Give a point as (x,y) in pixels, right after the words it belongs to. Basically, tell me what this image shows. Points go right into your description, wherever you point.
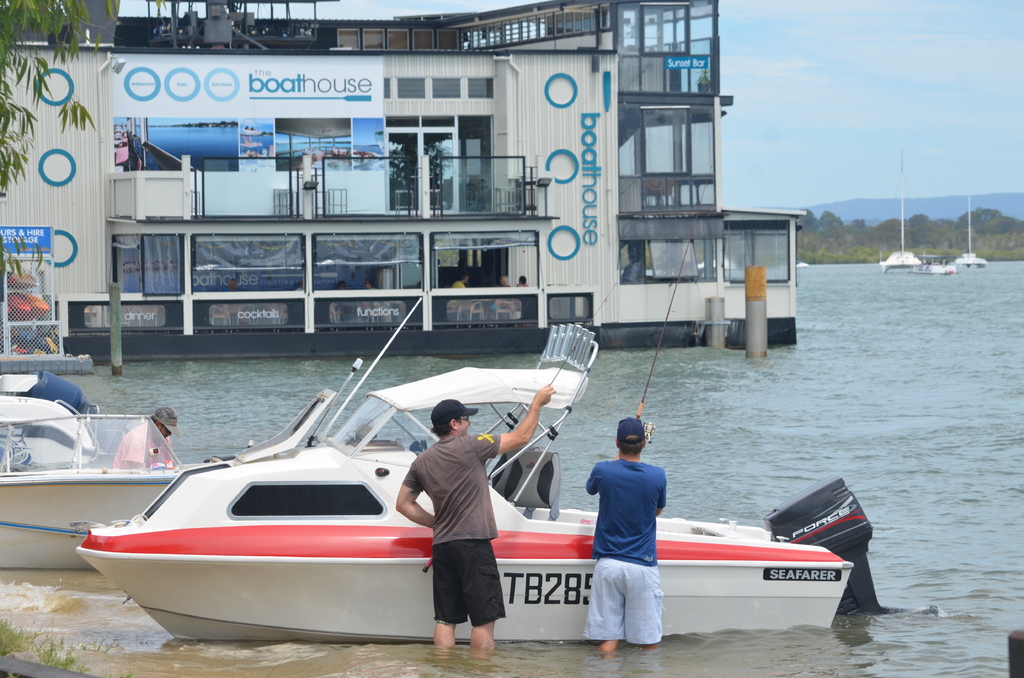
In this image I can see people (492,548) in the water (491,424). I can also see boats (380,354) on the water (719,373). In the background (500,209) I can see a building (455,177), trees (879,224), mountains (884,209) and the sky (859,101).
